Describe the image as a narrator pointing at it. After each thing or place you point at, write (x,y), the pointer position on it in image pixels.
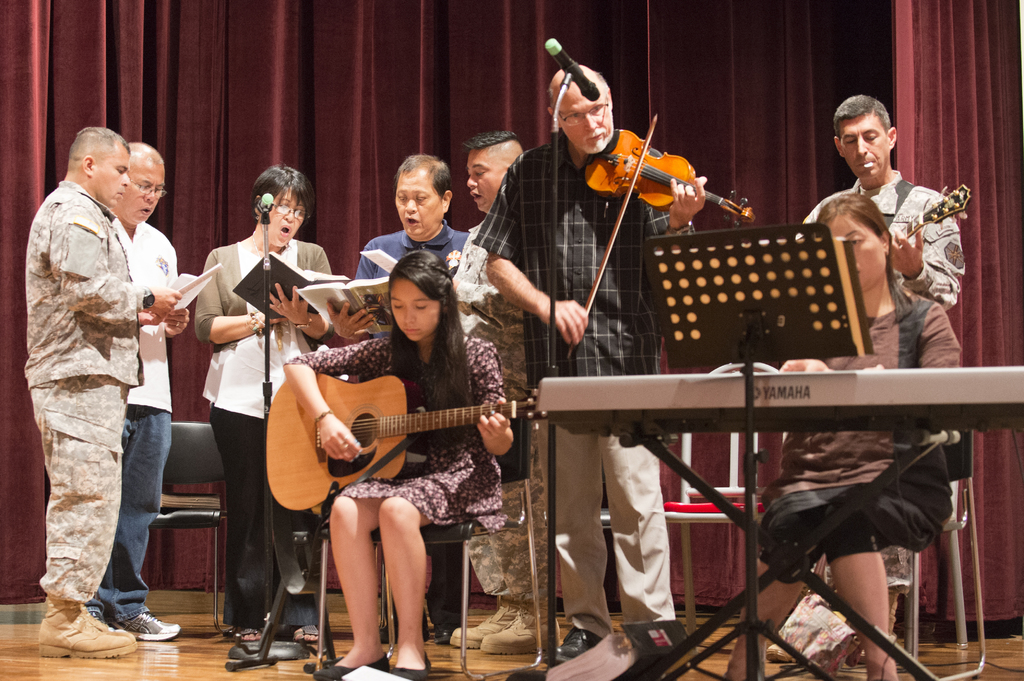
This picture is about group of musicians (592,233), in the middle of the image (404,368) a woman (411,352) is seated on the chair (435,543) and she is playing guitar (371,432), behind to her few persons (436,230) are singing in front of microphone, besides to her a man (517,248) is playing violin (617,160) in front of microphone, and a woman (899,501) is seated on the chair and she is playing keyboard (902,374), in this we can find couple of chairs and curtains (434,61).
